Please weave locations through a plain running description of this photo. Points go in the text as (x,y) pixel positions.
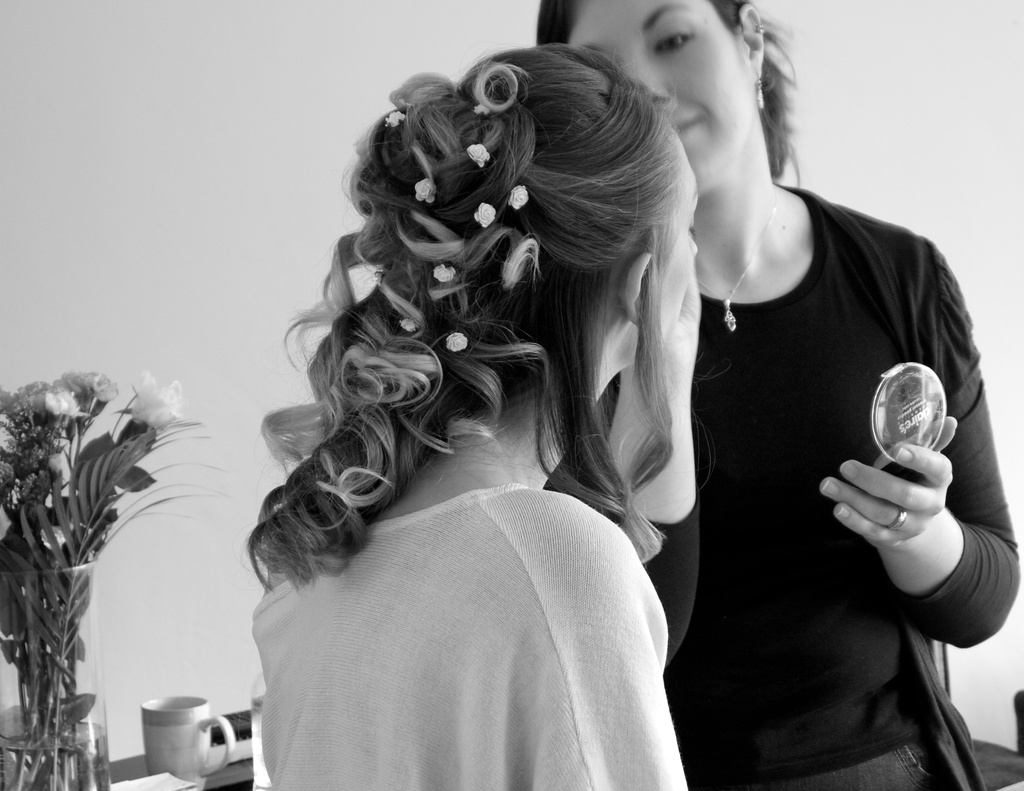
In this black and white picture there is a woman (499,545) wearing few clips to her hair (404,217). Before her there is a woman (827,259) holding an object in her hand (928,489). Left bottom there is a table (119,773) having a cup (171,747) and a flower vase (71,749). Background (12,208) there is a wall (124,31).
